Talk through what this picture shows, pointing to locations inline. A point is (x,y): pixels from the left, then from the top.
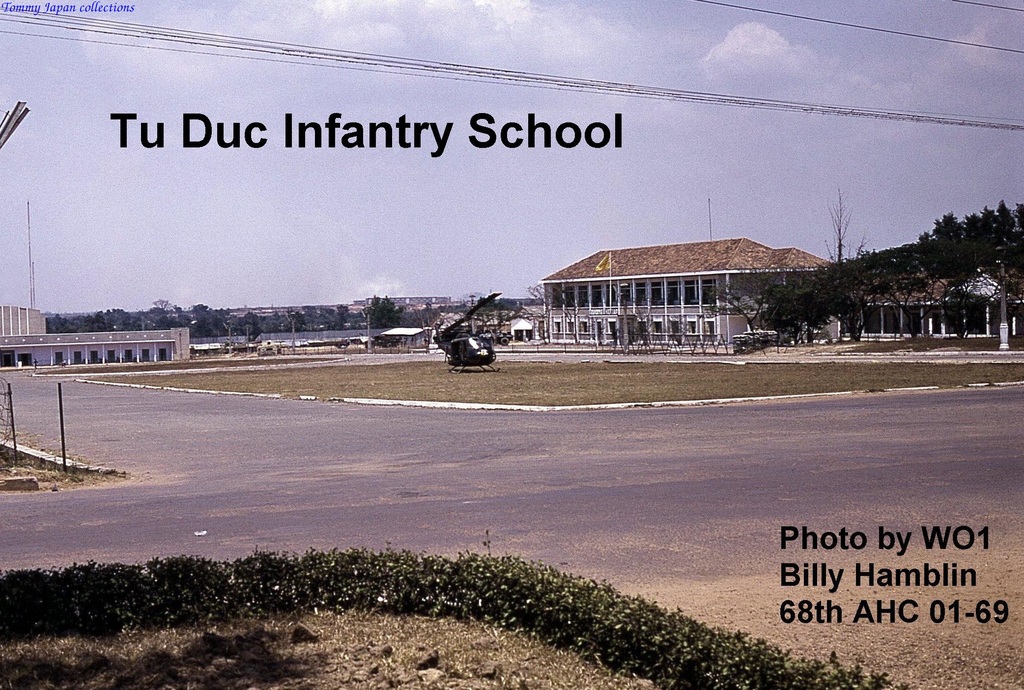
In this picture I can see buildings (740,317), trees (738,293) and few plants (390,601). I can see a helicopter (462,323) and a cloudy sky (584,157) and I can see text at the top (376,141) and top left corner (59,9) and at the bottom right corner of the picture (855,585).
